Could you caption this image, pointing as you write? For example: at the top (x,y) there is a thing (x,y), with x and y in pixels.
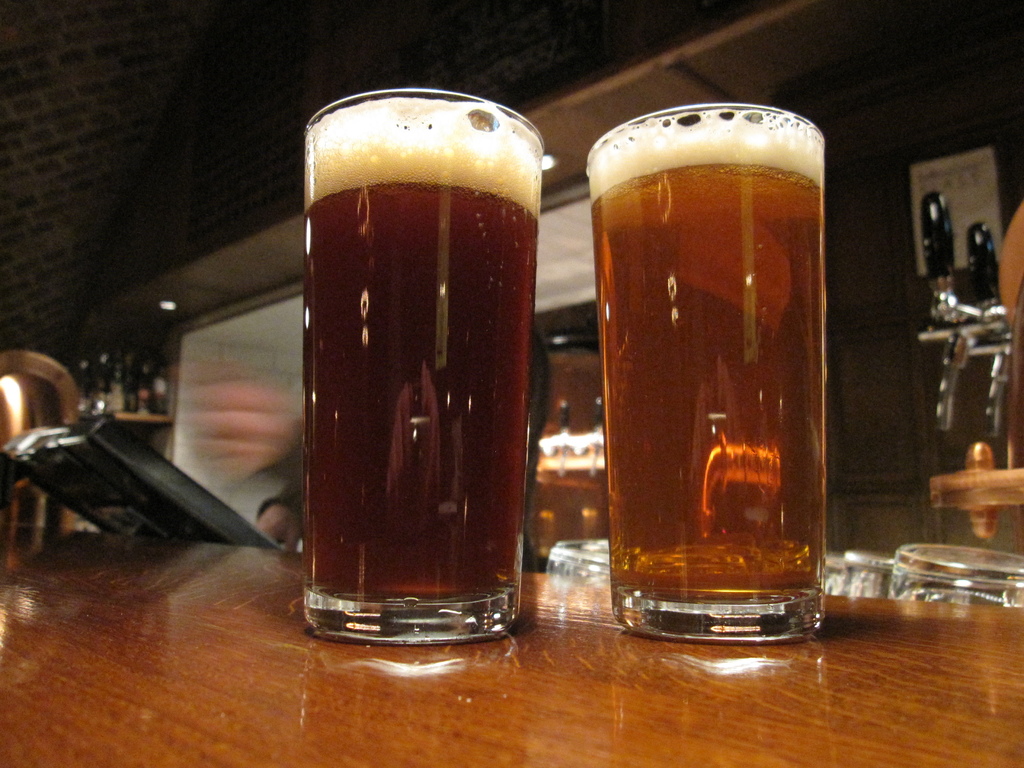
In the foreground of this image (426,539), there are two glasses (675,575) on a wooden surface (440,721). Behind it, there are three glasses (898,576) and it seems like a person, a black object (167,465), few bottles (146,385), lights (168,303), wall (122,278) are in the background (844,263).
